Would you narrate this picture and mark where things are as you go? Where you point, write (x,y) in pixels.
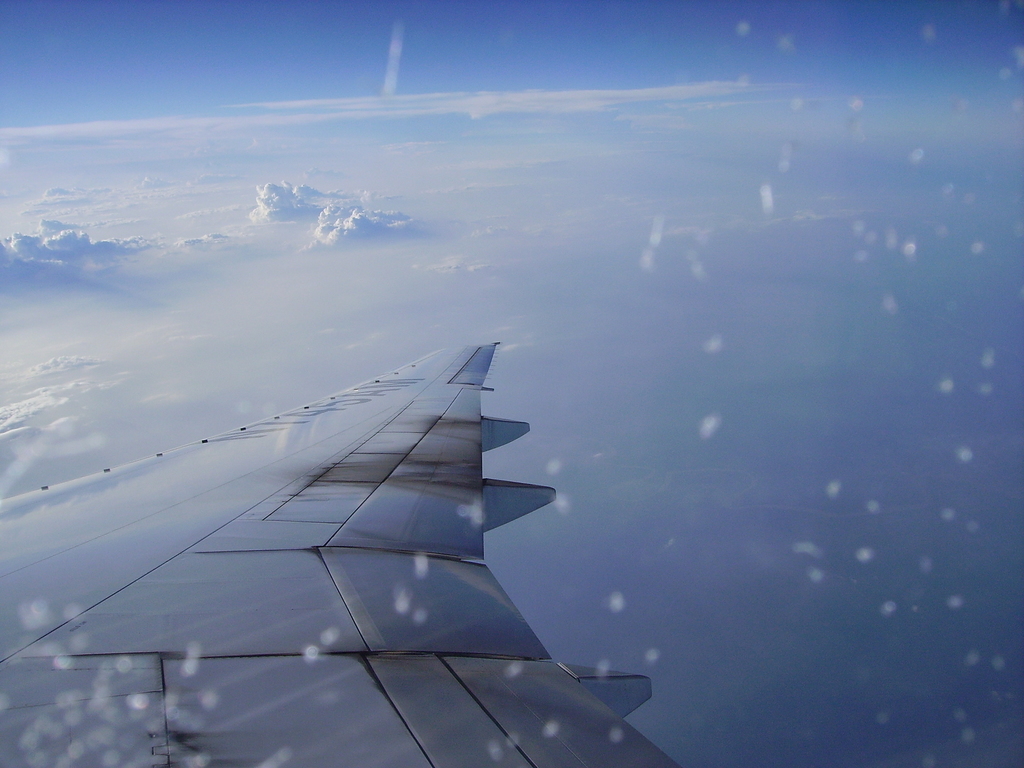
Here we can see airplane wing (392,578) in the air (226,56) and we can see sky (262,56) with clouds (530,105).
